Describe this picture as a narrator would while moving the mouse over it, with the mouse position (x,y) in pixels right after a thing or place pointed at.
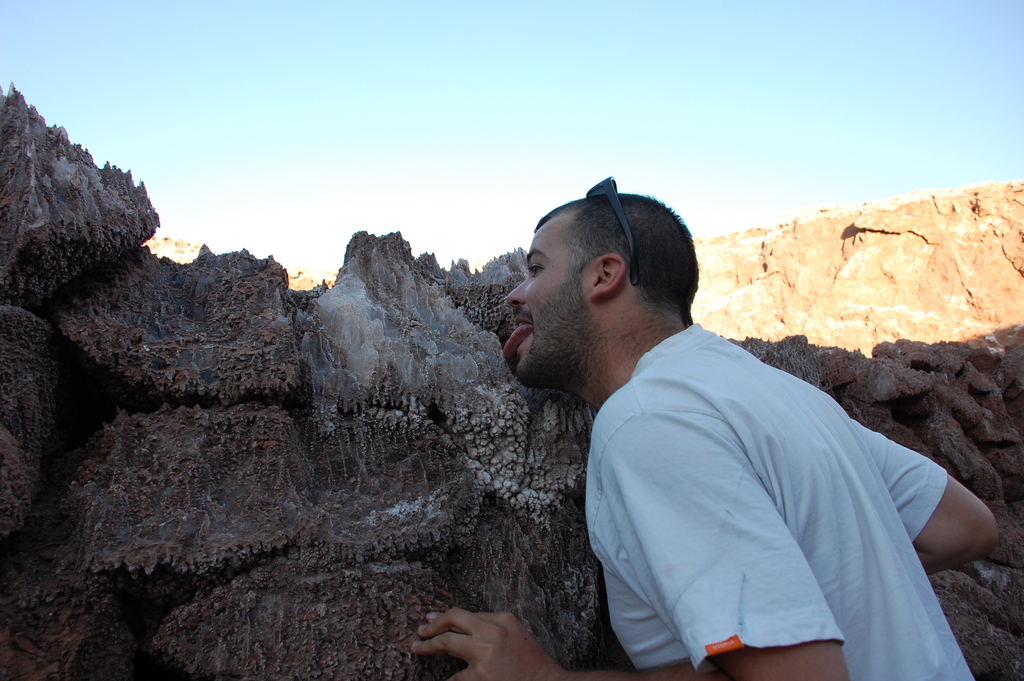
In this image there is a person (633,449) licking the rocks (476,352), in the background (1011,242) there is a mountain (830,288) and the sky (491,150).
